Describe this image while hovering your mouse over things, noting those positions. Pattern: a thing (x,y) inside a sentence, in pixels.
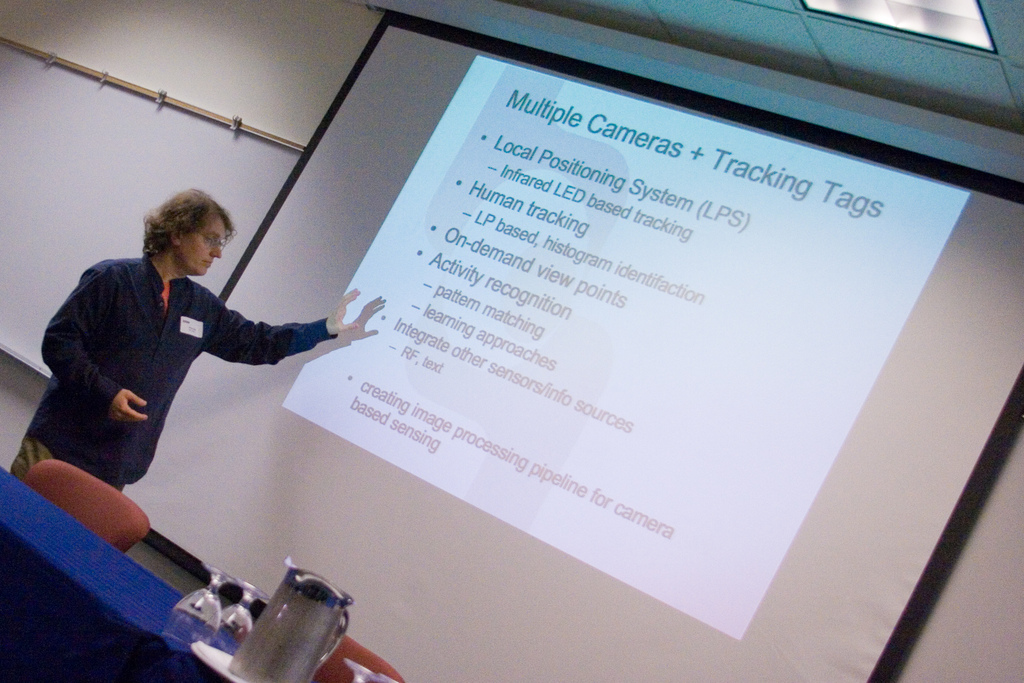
In the picture we can see a man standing near the table (37,525) and chair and explaining something on the screen (439,398) which is near the wall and on the desk (61,615) we can see some glasses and jug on the plate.
